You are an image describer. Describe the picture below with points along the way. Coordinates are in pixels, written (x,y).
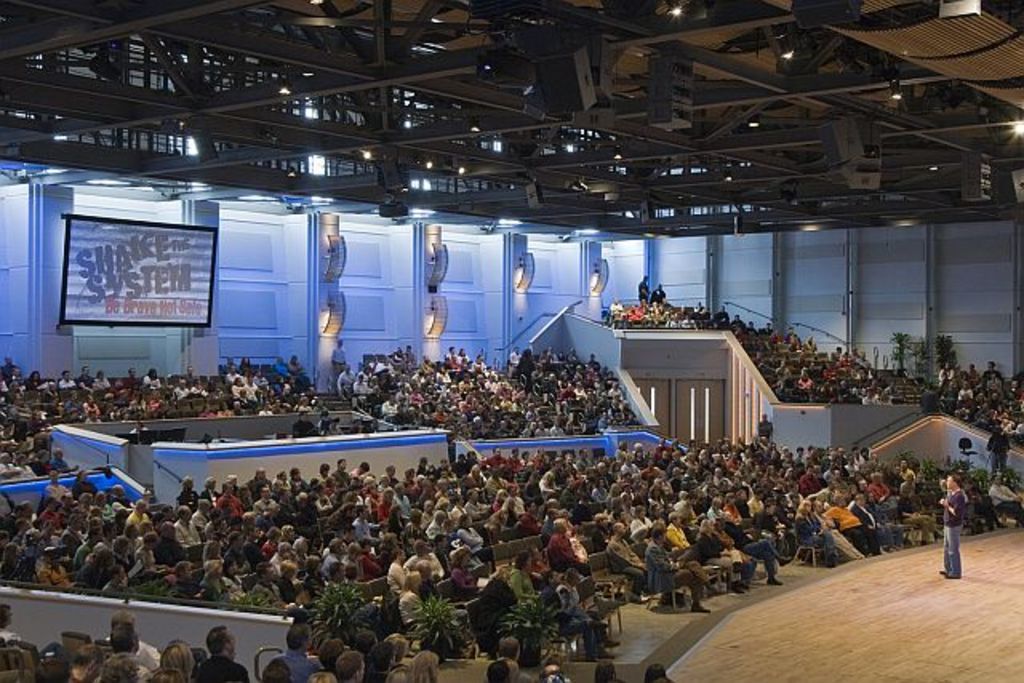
In this image there is a person (953,574) standing on the stage (891,589). There are people (497,469) sitting at audience place (444,353). There are flower pots (922,350).
